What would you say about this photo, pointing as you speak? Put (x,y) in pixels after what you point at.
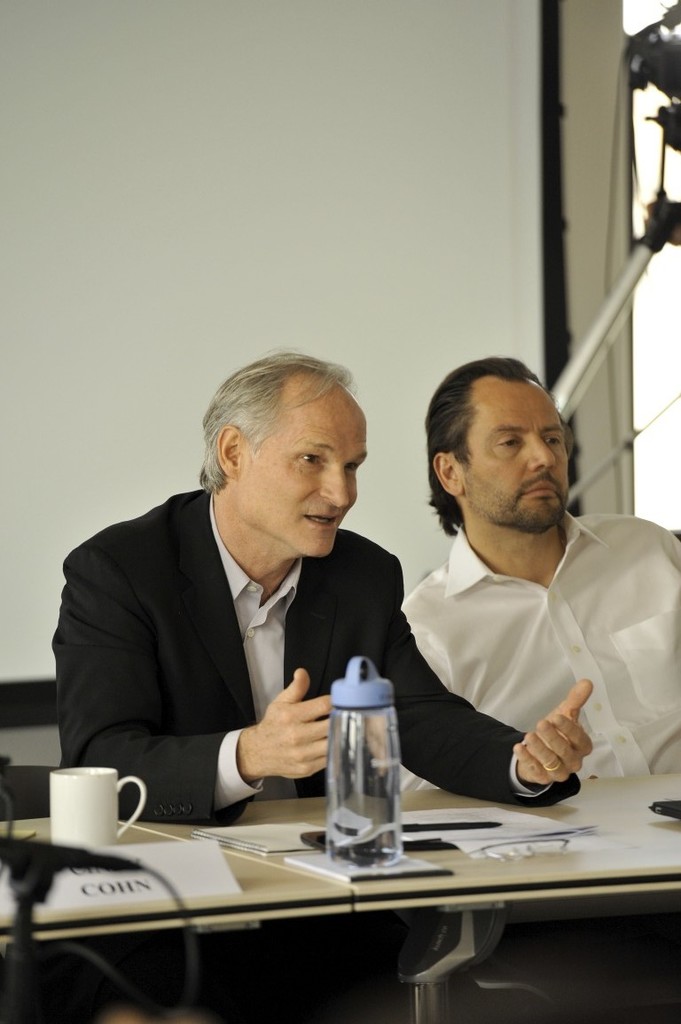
The picture may be from a meeting or a press conference. In the picture a person (245,737) is sitting in front a table (328,885) and talking something, he is in center of the image (310,628). On the right (648,624) a man (595,576) in white shirt (614,622) is seated. On the foreground (356,829) there are tables (230,868), on the table (610,822) there is a nameplate (127,877), cup (98,802), bottles (369,809), book (346,869). In the background (318,214) there is a white curtain (258,216).
